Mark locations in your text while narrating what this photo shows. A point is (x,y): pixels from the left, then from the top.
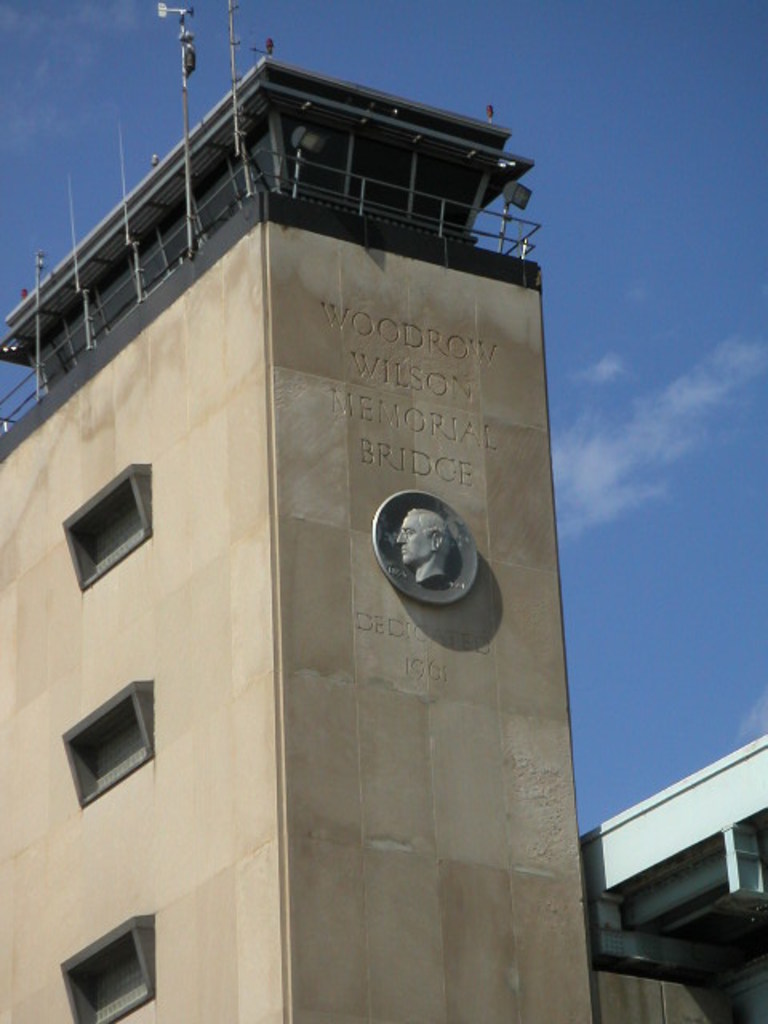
In this picture we can see few buildings (378,726) and few metal rods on the building (353,168).
